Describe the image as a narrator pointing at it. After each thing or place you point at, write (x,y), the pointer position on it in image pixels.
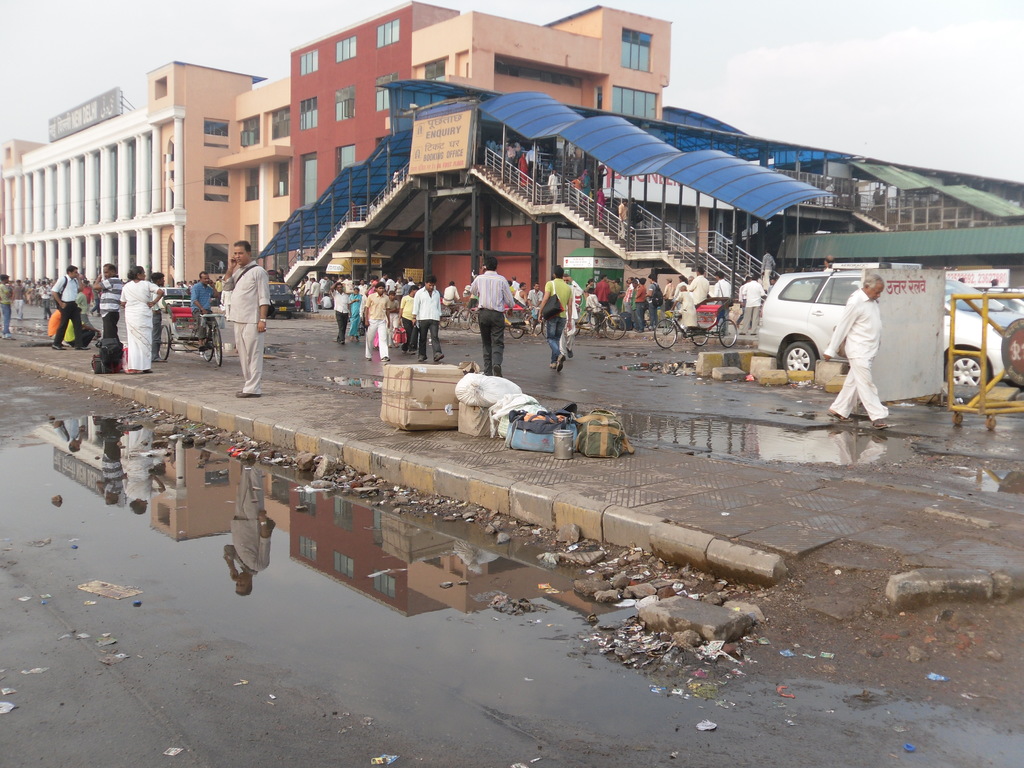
This is the picture of a city (678,295). In this image there are group of people (160,320). There are bags (549,420) and there is a cardboard box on the footpath (573,486). There are vehicles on the road (997,461). At the back (577,75) there are buildings (577,75) and there is a staircases (567,138) and there is a board (456,148) on the stair case (475,170), there is a text (456,148) on the board (441,122). At the top (133,8) there is sky (172,35). At the bottom (965,738) there is a road (867,762), garbage (182,427) and there is water (396,591).
